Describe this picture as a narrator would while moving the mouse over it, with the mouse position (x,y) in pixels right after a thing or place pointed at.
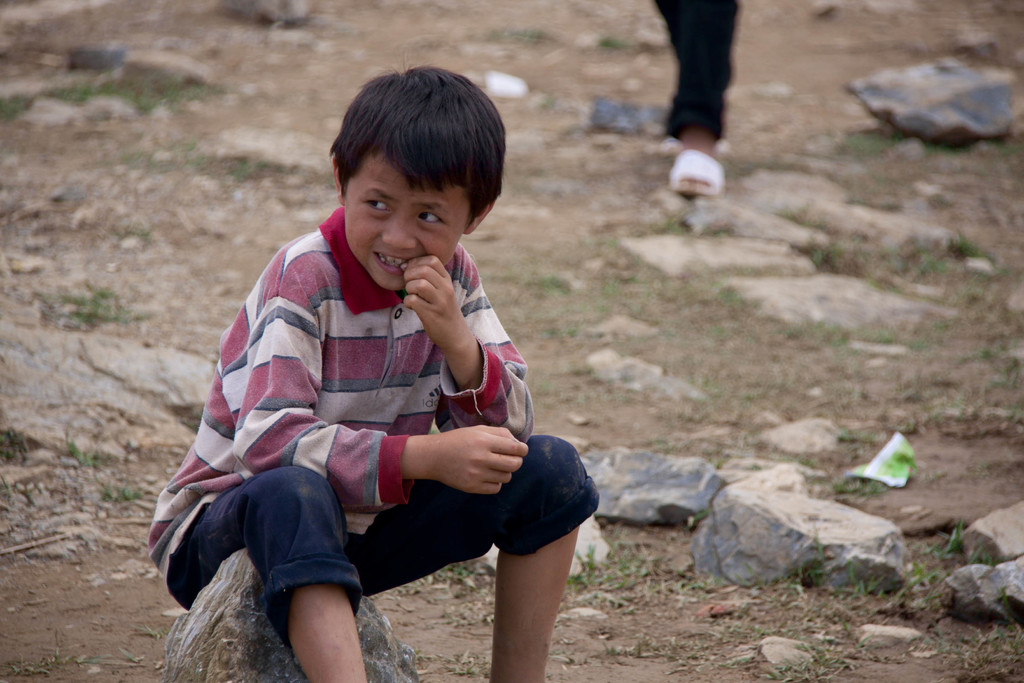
In this picture I can see a boy (451,203) in front (363,386) who is sitting on a stone (285,664) and in the background (222,140) I can see the ground (558,21) on which there are few more stones (731,256) and the grass (3,103). I can also see a person's legs (702,60).
